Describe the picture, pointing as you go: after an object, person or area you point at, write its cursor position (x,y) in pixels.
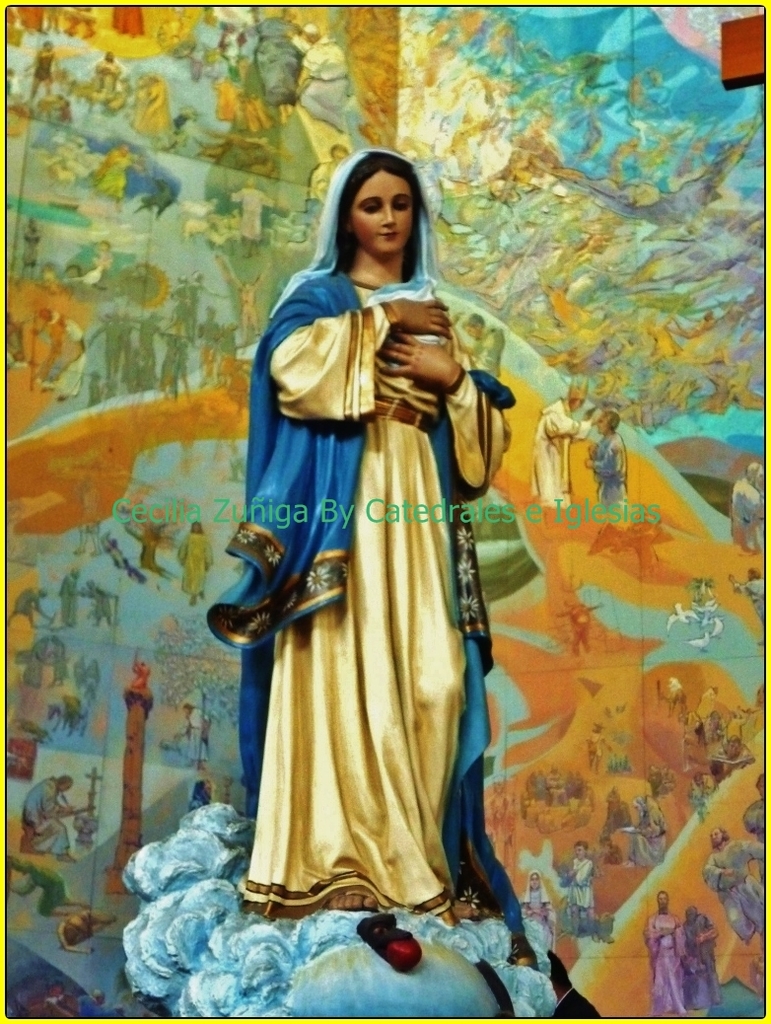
This is an edited image. I can see a painting (690,535) of people (478,357) and a statue (404,702) is standing with hands (400,374) on its chest (388,381). At the center of the image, I can see the watermark (126,521).
